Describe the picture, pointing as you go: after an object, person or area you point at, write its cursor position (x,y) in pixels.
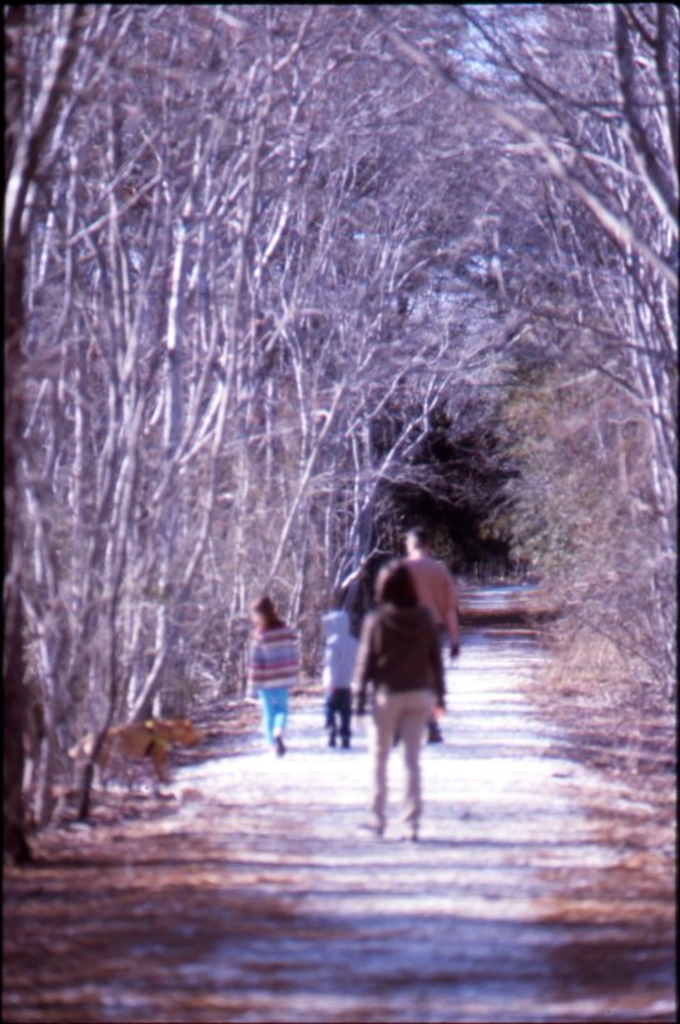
In this image we can see a group of people (381,785) standing on the pathway (441,868). We can also see a group of trees (493,500).
